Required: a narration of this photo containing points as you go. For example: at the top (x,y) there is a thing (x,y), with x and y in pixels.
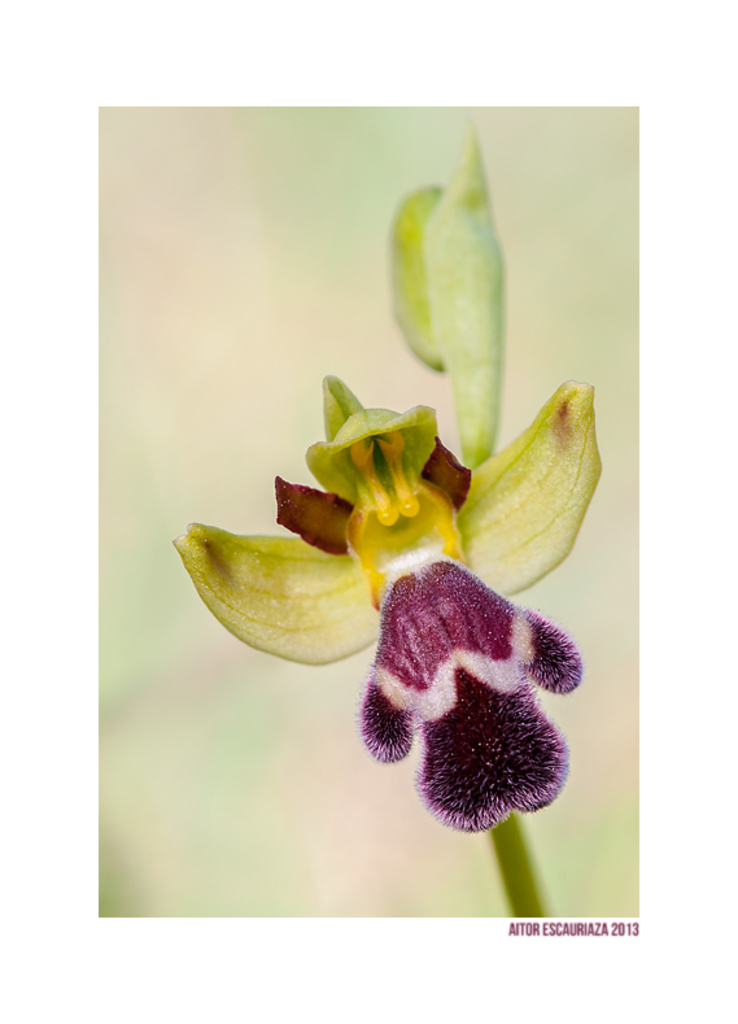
This is a zoomed in picture. In the foreground (421,472) there is an object (434,507) seems to be the flower (368,591) and leaves (340,581) of a plant (480,571). The background of the image is blurry and in the bottom right corner (569,930) there is a text (552,933) on the image.
